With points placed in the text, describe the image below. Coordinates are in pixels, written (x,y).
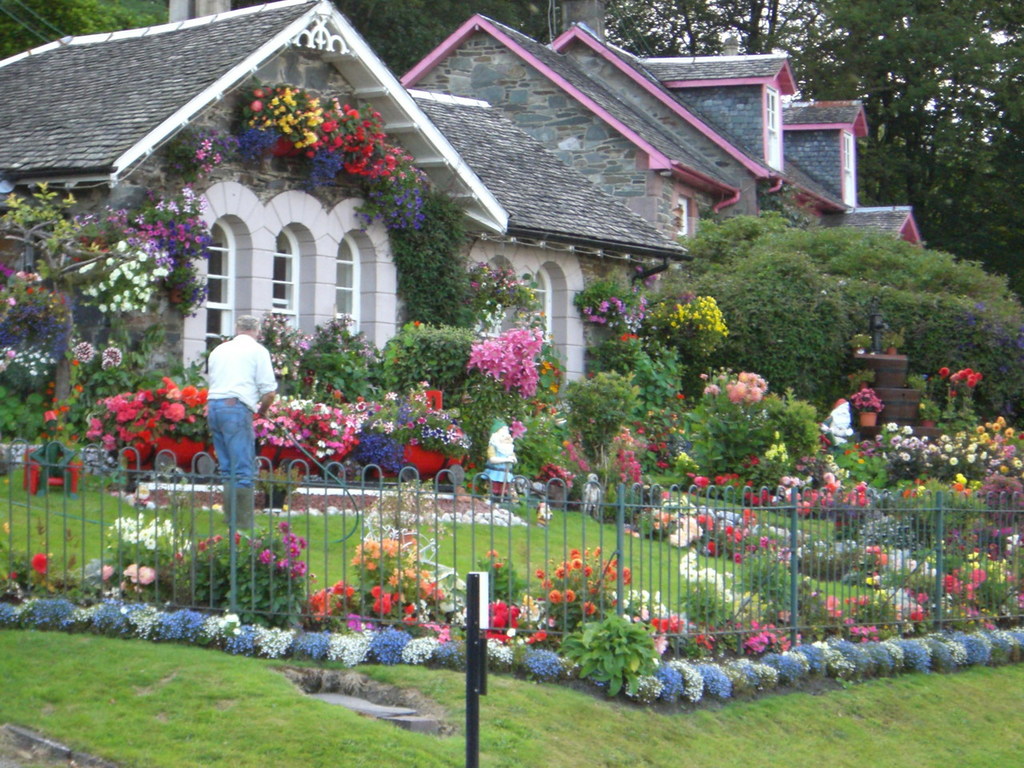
This image consists of a building (262,249) in the middle (405,317). There are trees (91,11) and plants (547,432) in this image. There are so many flowers (969,642) in the middle (346,427). They are of different colors. A person (221,351) in the middle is watering the plants (59,227). There is grass (67,683) in this image.
